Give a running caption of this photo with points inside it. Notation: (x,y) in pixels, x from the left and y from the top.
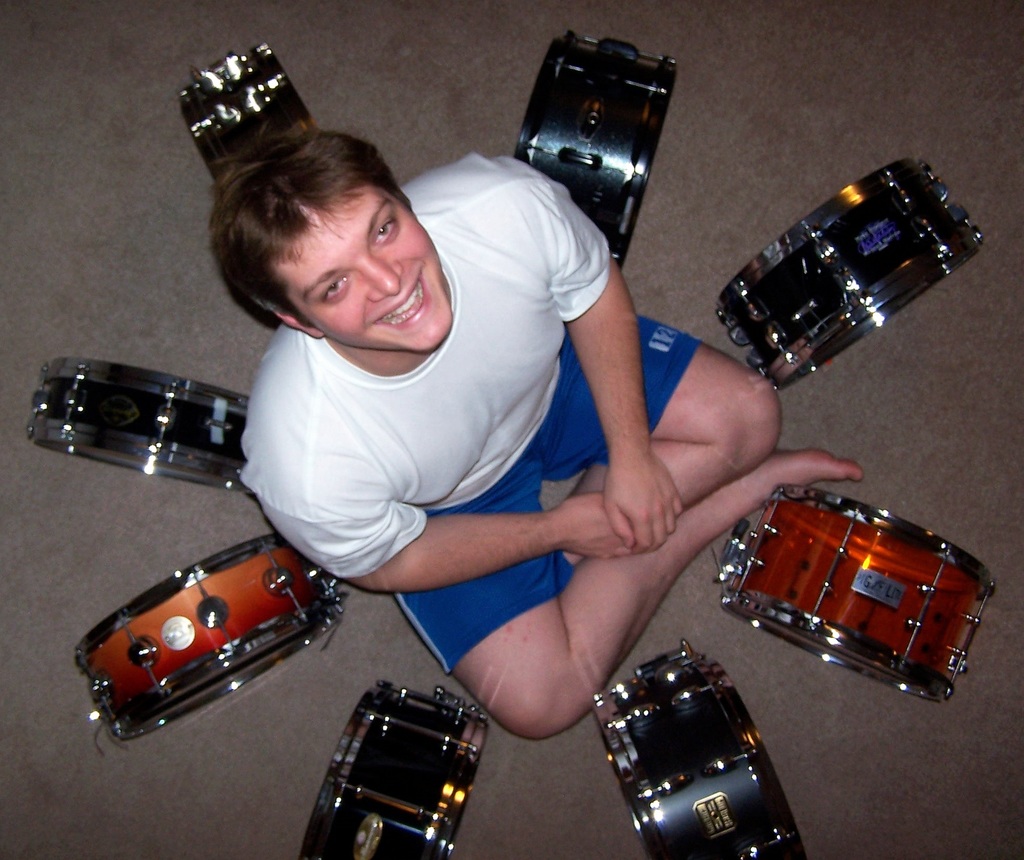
In this picture I can see a man (396,309) in the center (496,406), who is sitting on the floor (103,747) and I see that he is smiling and I see drums (239,73) around him and I see that he is wearing white color t-shirt (501,406) and blue shorts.
